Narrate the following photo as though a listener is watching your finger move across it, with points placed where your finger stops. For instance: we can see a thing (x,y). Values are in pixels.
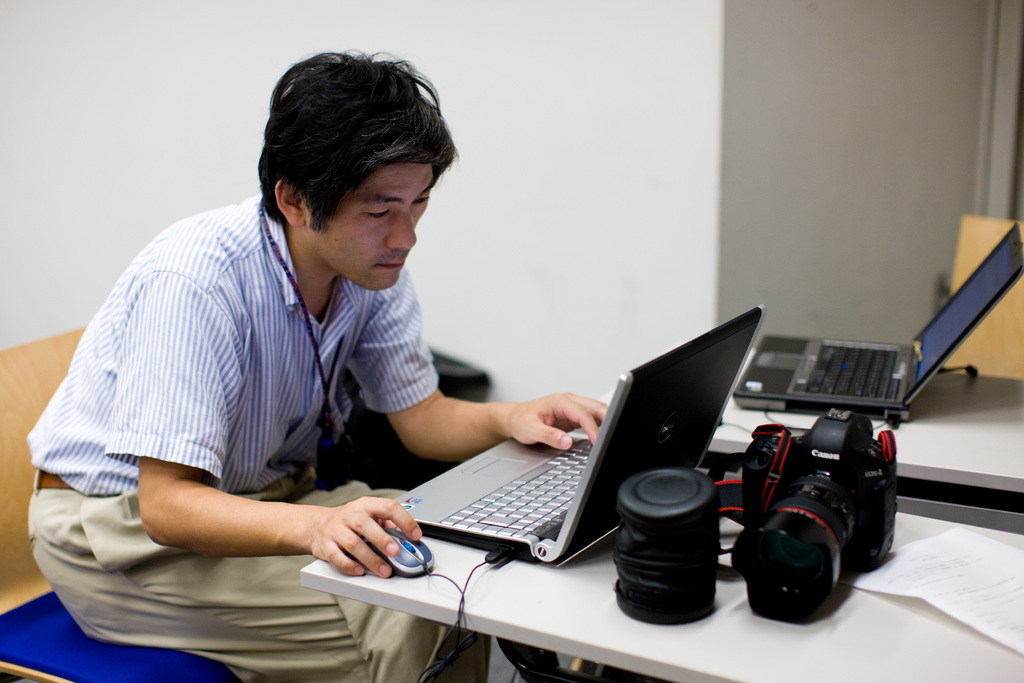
In this picture a man (220,489) is seated on the chair (0,540) and he is looking into the laptop (471,466), in front of him we can find couple of laptops (535,473), camera (768,594), paper (894,584) on the table (690,630), in the background (614,258) we can see a wall (588,169).
